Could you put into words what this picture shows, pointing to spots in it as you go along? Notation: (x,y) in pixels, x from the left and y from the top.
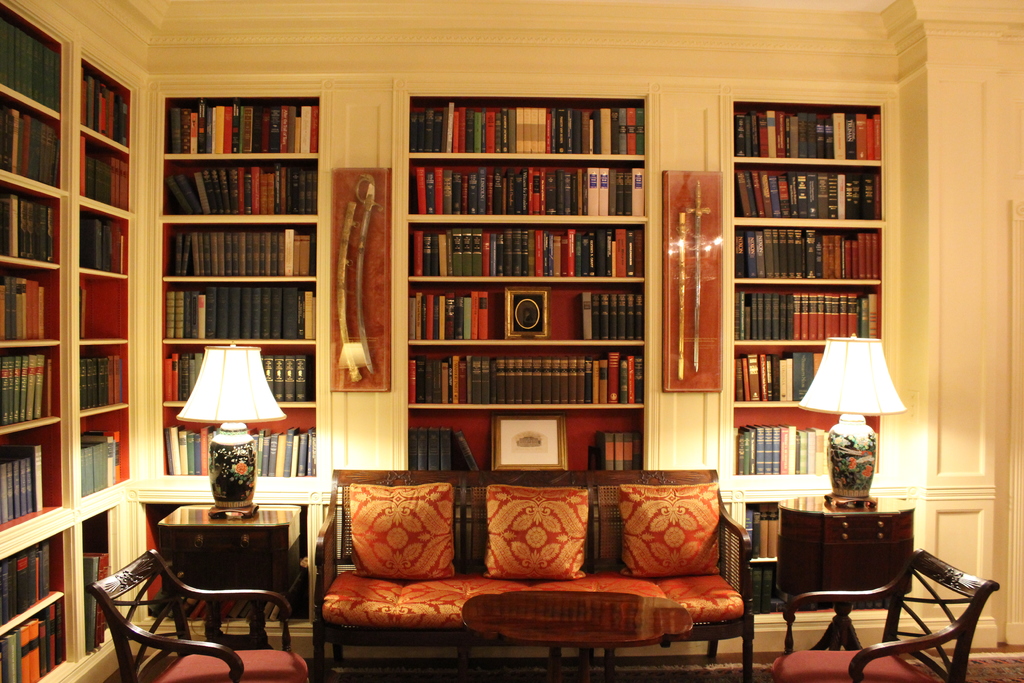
There is a room (479,425). We can see sofa (596,506), lamp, chair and cupboard (7,430). There are books (21,140) in a cupboard (23,431).
